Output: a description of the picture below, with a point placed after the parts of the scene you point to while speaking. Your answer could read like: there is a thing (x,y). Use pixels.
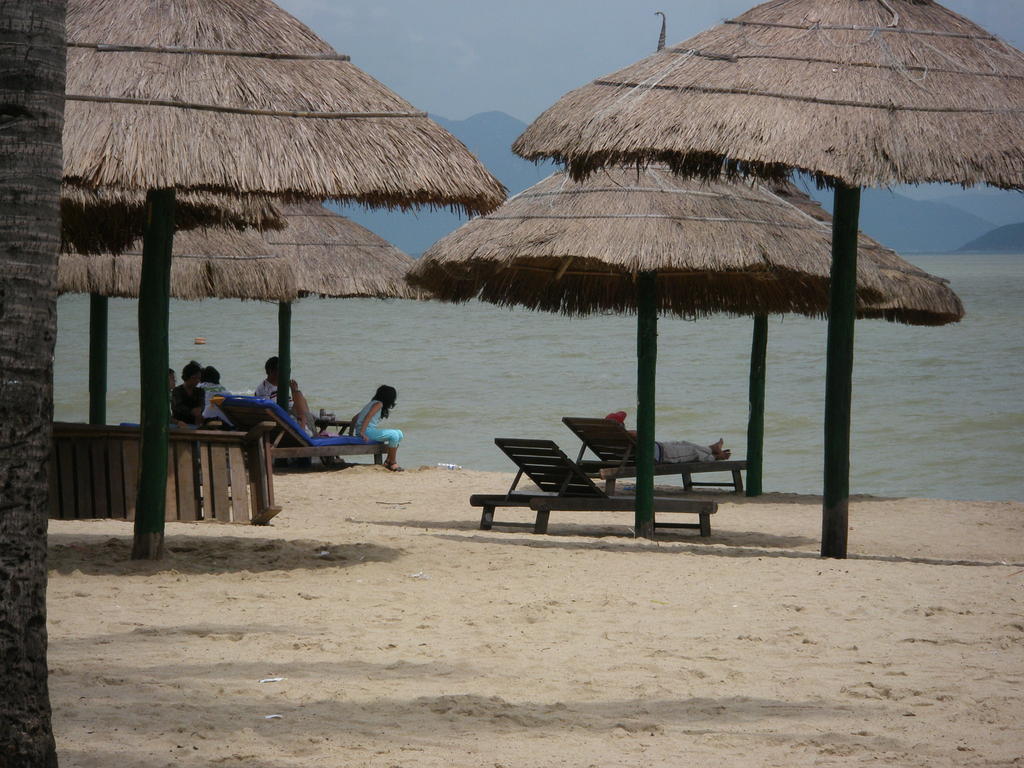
In this image, there are thatched umbrellas (597,283) and I can see few people (379,405) sitting on the chairs (521,449), which are on the sand (504,537). There is water (519,343). In the background (1001,220), I can see the hills (960,213) and the sky (499,66).
